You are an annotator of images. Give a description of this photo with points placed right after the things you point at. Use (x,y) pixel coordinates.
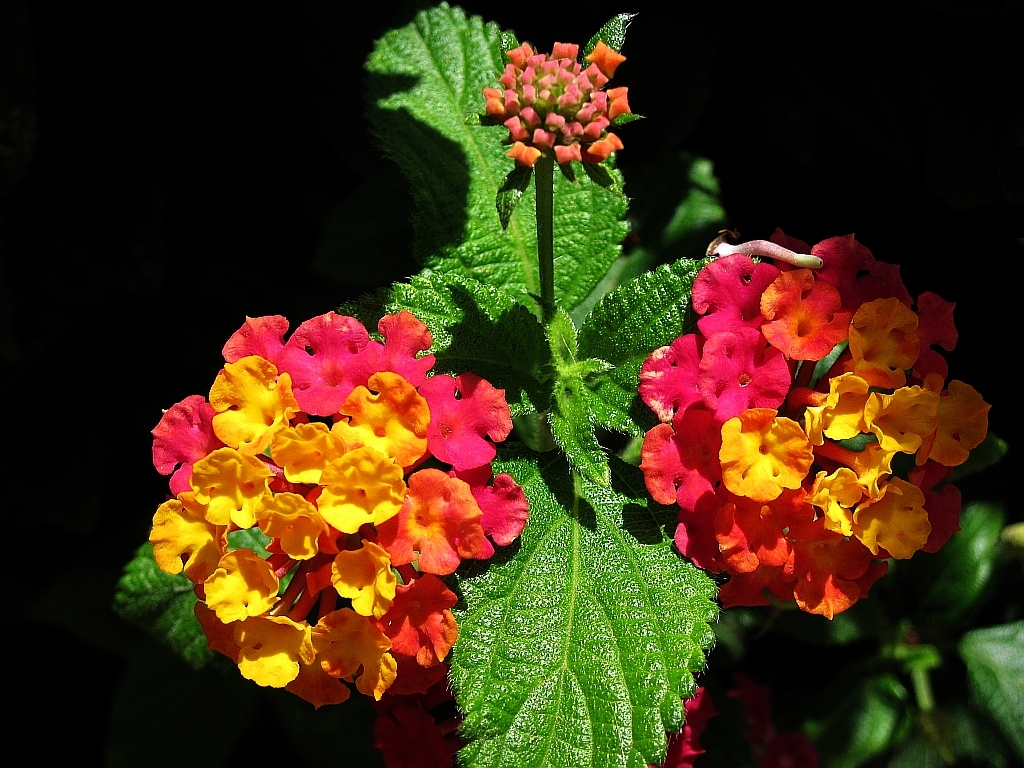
In this image there are colorful flowers (383,490) and leaves (506,309). There is a black color background (955,178).
